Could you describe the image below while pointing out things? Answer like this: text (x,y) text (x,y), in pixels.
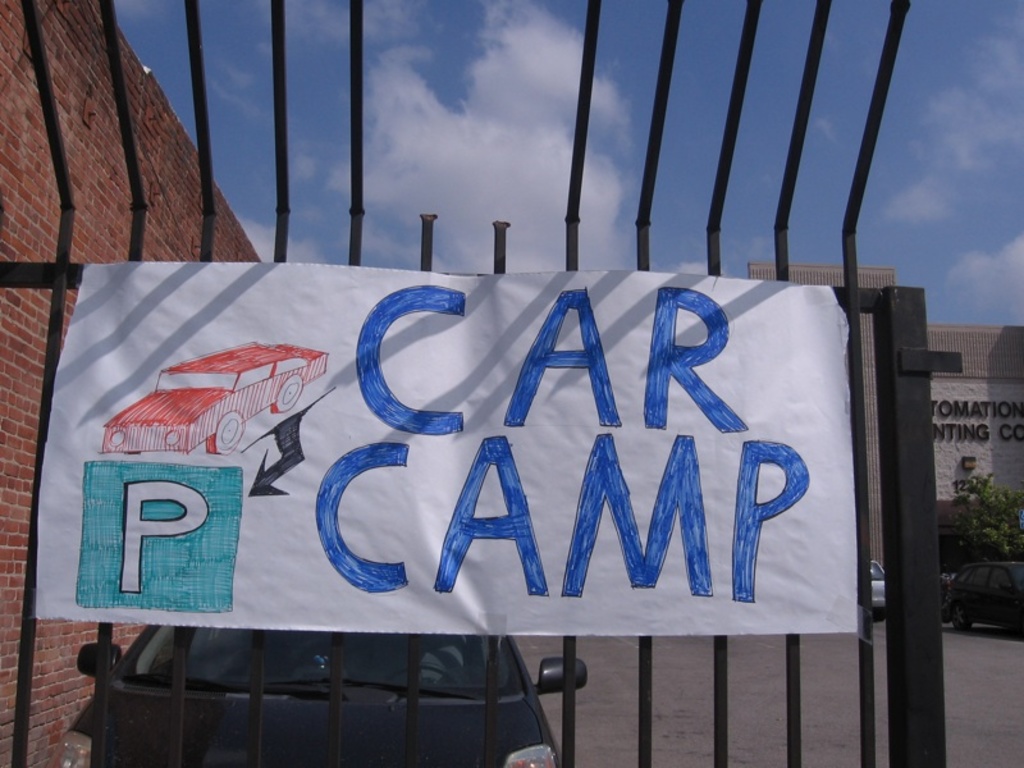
In this image we can see sky (505,132) with clouds (626,138), wall (84,120), building (978,448), plant (995,543), motor vehicles (507,651) on the road (778,659) and a sign board (424,453) attached to the grills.
